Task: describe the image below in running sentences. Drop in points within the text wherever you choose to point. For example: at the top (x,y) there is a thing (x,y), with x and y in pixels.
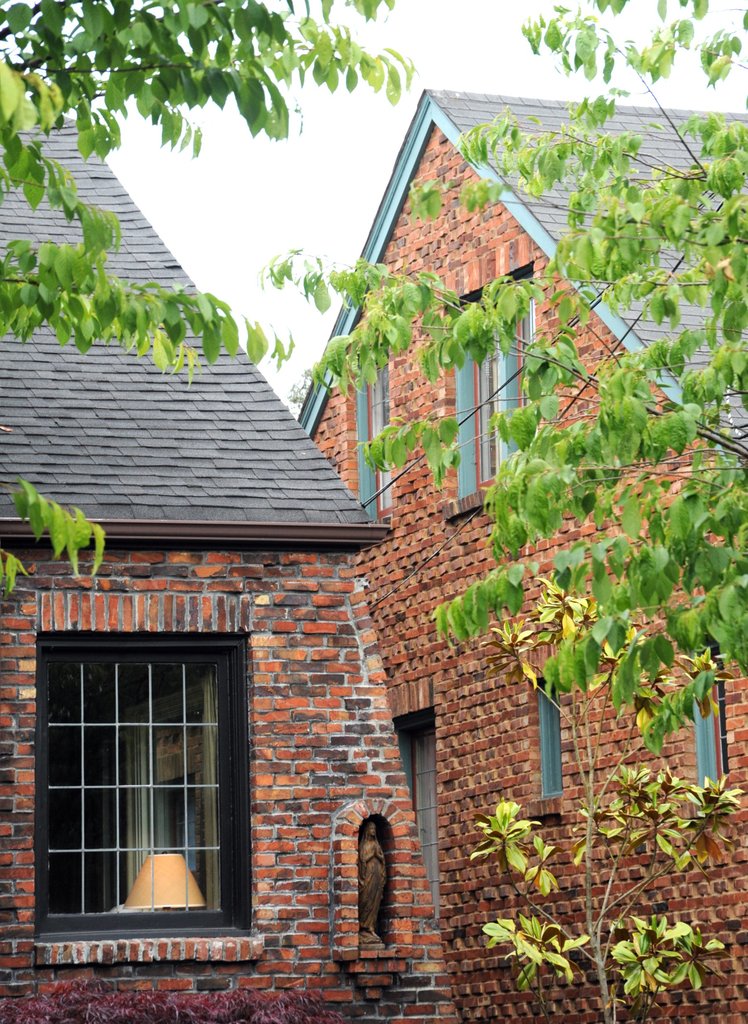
In this image we can see a house (396,485) with a roof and some windows (538,681). We can also a statue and a lamp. On the backside (358,153) we can see some plants (709,506) and the sky (353,161) which looks cloudy.
